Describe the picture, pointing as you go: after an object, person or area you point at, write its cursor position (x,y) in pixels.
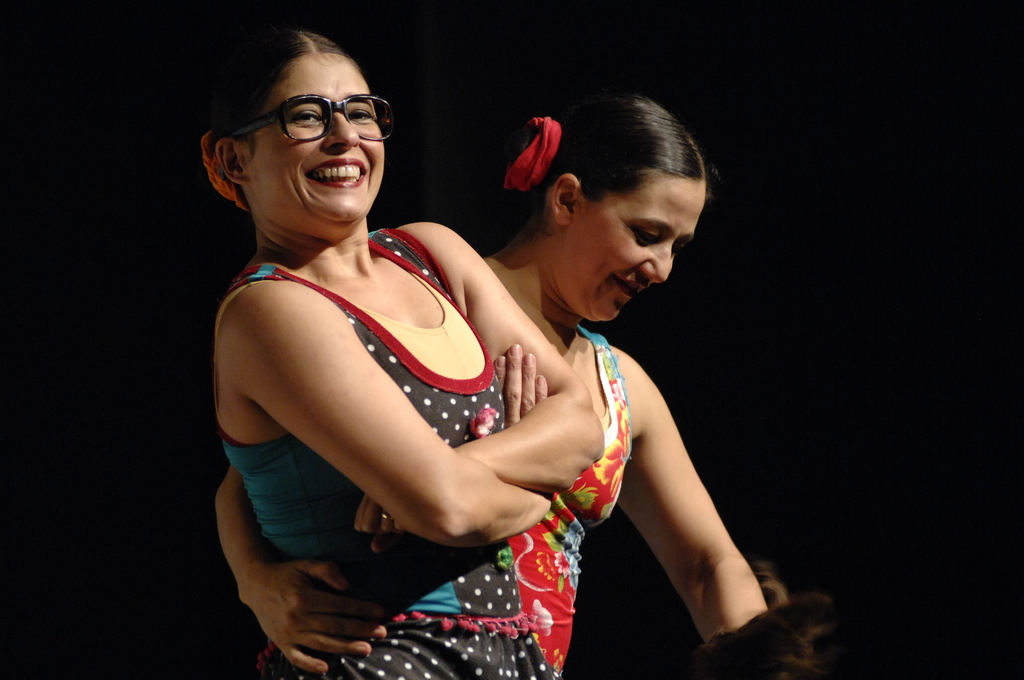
In this picture we can see two woman (489,407), they both are smiling, and the left side person (318,155) wore spectacles (317,122).
